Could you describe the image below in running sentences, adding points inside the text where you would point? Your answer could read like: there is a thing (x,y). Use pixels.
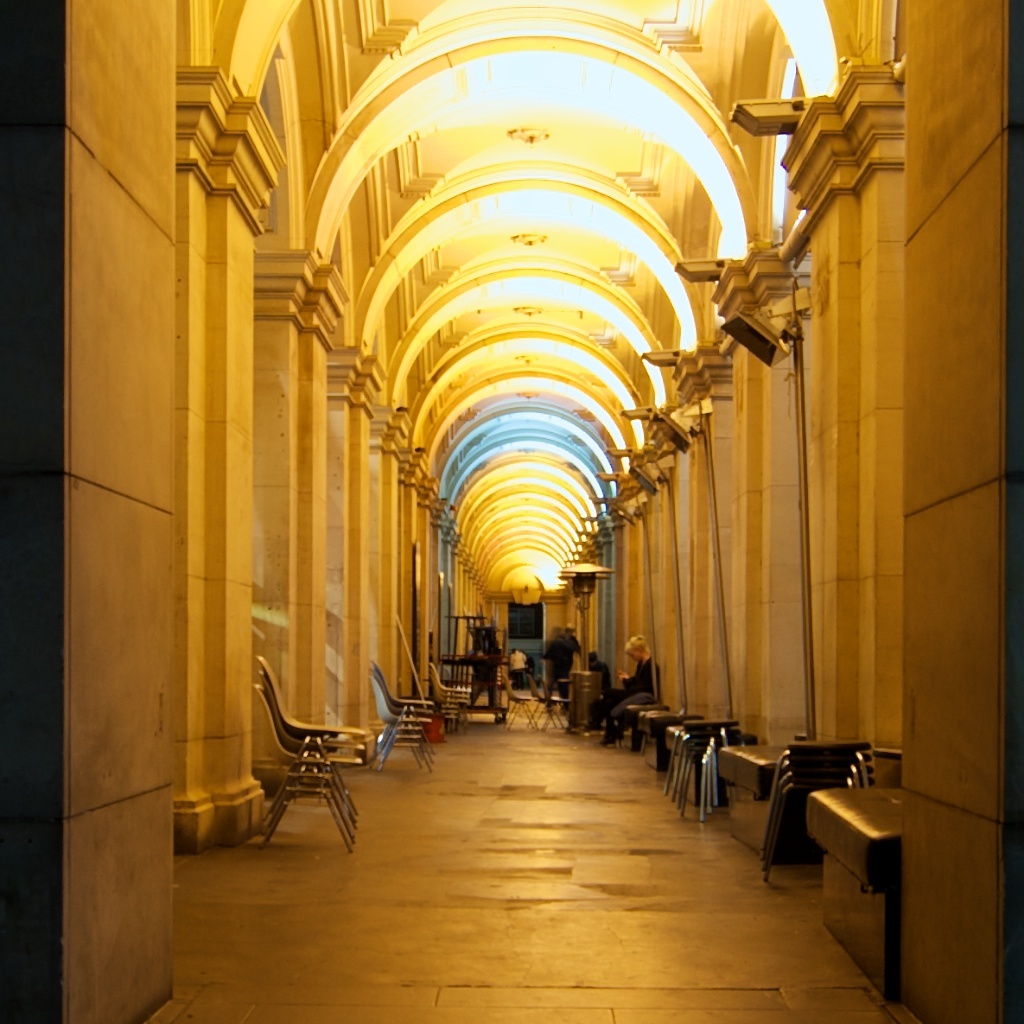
In this image on the right side (692,753) there are chairs (705,740) and there are persons (603,680) sitting and standing. On the left side (328,751) there are empty chairs (387,722) and there is a man (483,646) standing and there are walls (357,617). On the top (488,257) there are arches (474,175).
